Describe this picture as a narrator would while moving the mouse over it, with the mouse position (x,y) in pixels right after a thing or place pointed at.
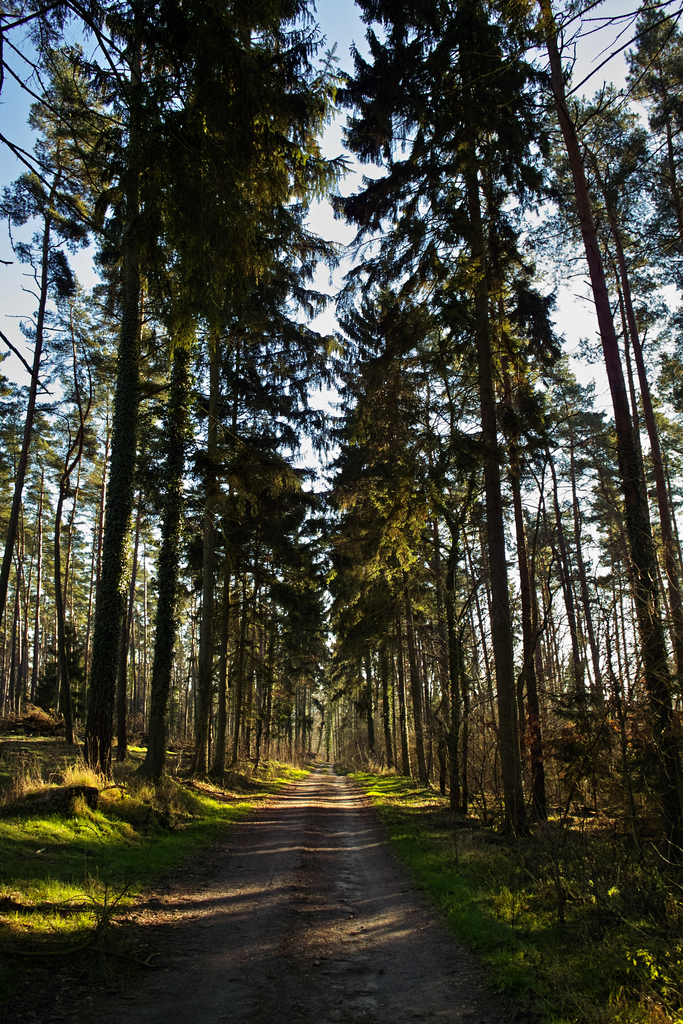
There is a road (318,945). On both sides of this road (313,822), there are trees (174,354), plants (642,934) and grass (91,780) on the ground (166,804). In the background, there is blue sky (302,24).
